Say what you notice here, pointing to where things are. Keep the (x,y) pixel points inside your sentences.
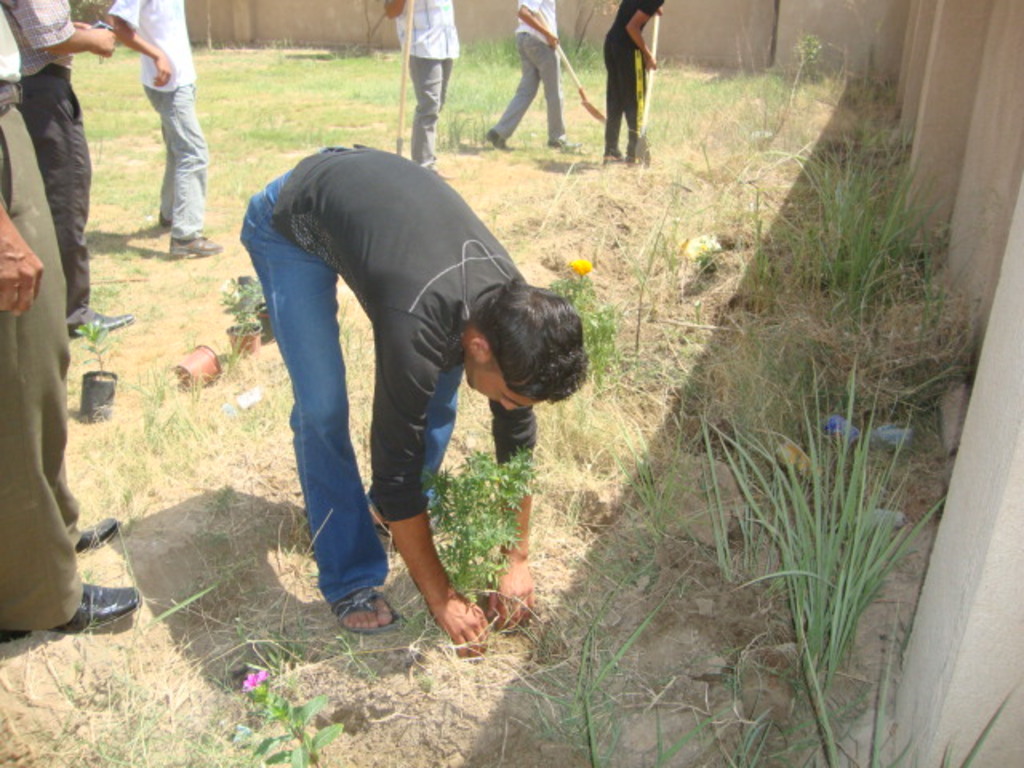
In this image in the middle (388,287) there is a man (424,369), he wears a t shirt (443,349), trouser (321,315), he is planting a plant (490,572). At the bottom (534,606) there are plants (264,690), flowers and grass (773,404). On the left (185,175) and at the top (617,89) there are six men (427,116), they are standing and walking. On the right (976,233) there is wall (962,141).
